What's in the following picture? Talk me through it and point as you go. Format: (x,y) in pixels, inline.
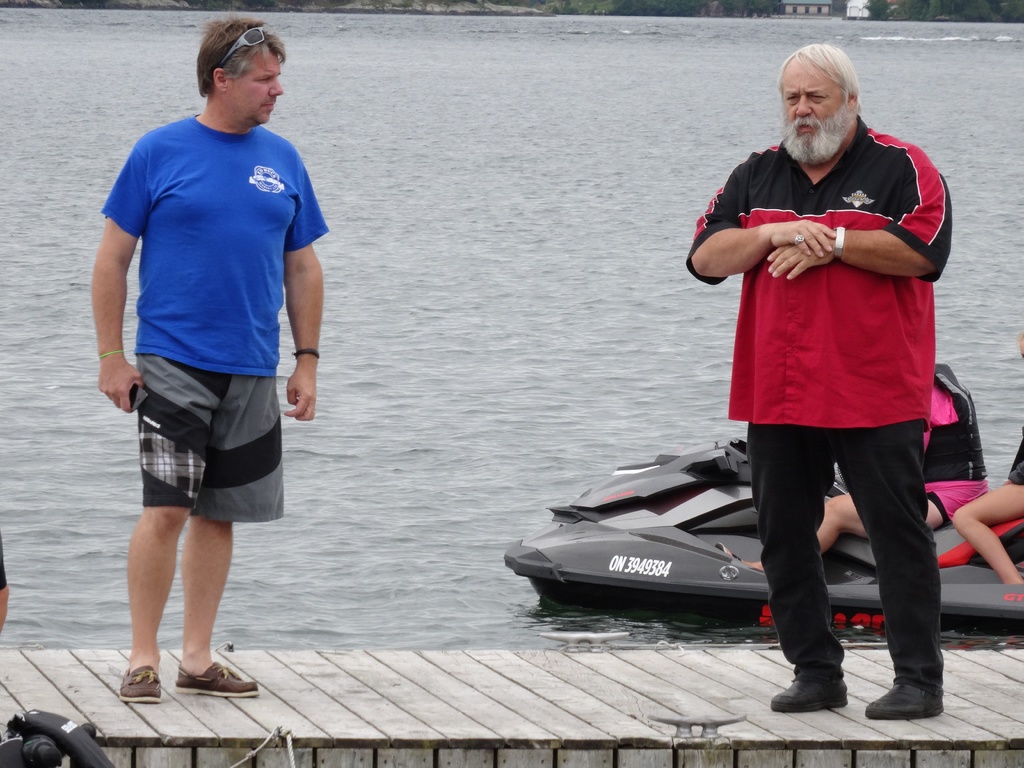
In this image there is a dock (222,649) at the bottom (166,671). There are two persons (166,455) standing in the foreground (274,507). There is a boat (990,611) and people (942,489) on the right corner (691,480). And there is water (589,178) in the background (510,106).
